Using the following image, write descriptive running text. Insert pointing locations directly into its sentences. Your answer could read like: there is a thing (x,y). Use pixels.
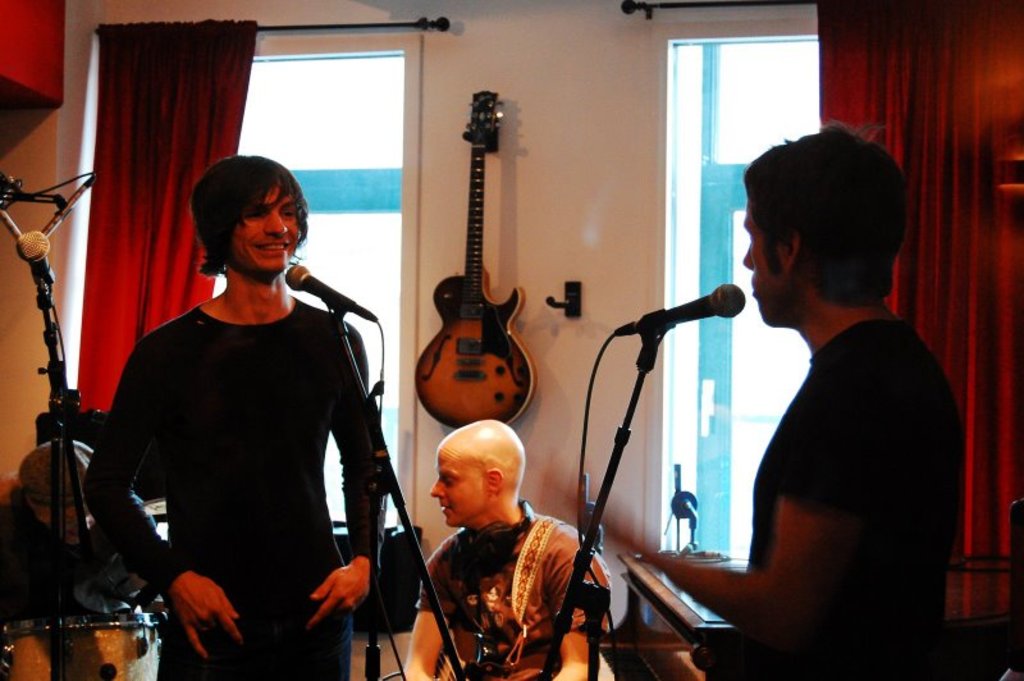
there are two persons (253,348) standing in front of a microphone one person (449,492) is sitting there is a guitar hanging on the wall (655,150).
